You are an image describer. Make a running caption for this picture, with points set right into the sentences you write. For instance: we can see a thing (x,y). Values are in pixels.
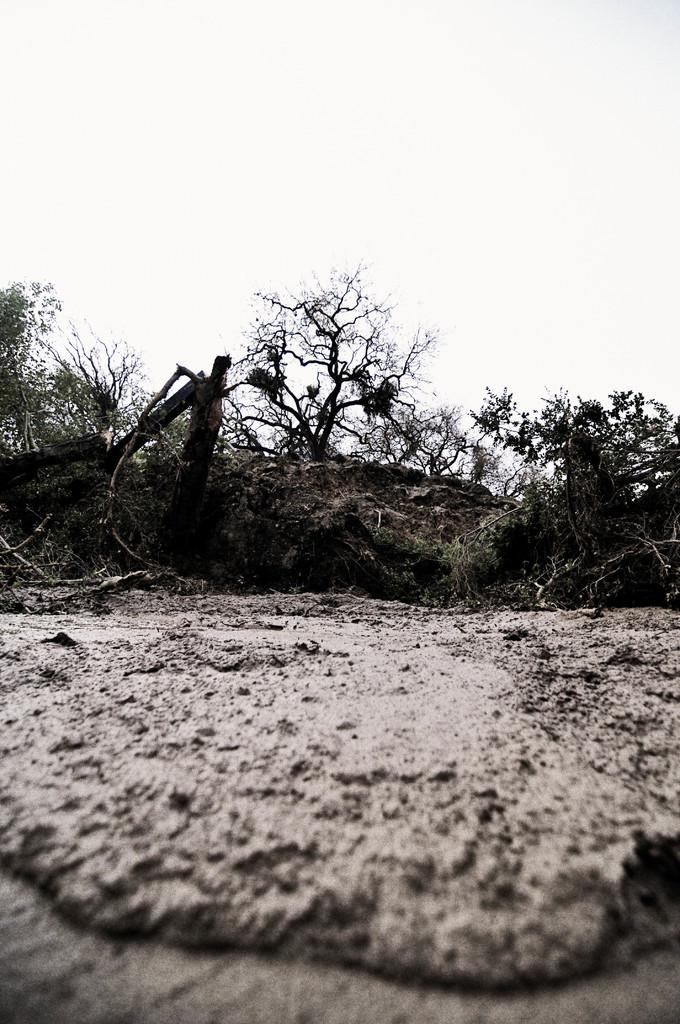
In this image we can see the mud (428,728), a group of trees (488,548), the wooden logs (203,419) and the sky (439,236) which looks cloudy.
